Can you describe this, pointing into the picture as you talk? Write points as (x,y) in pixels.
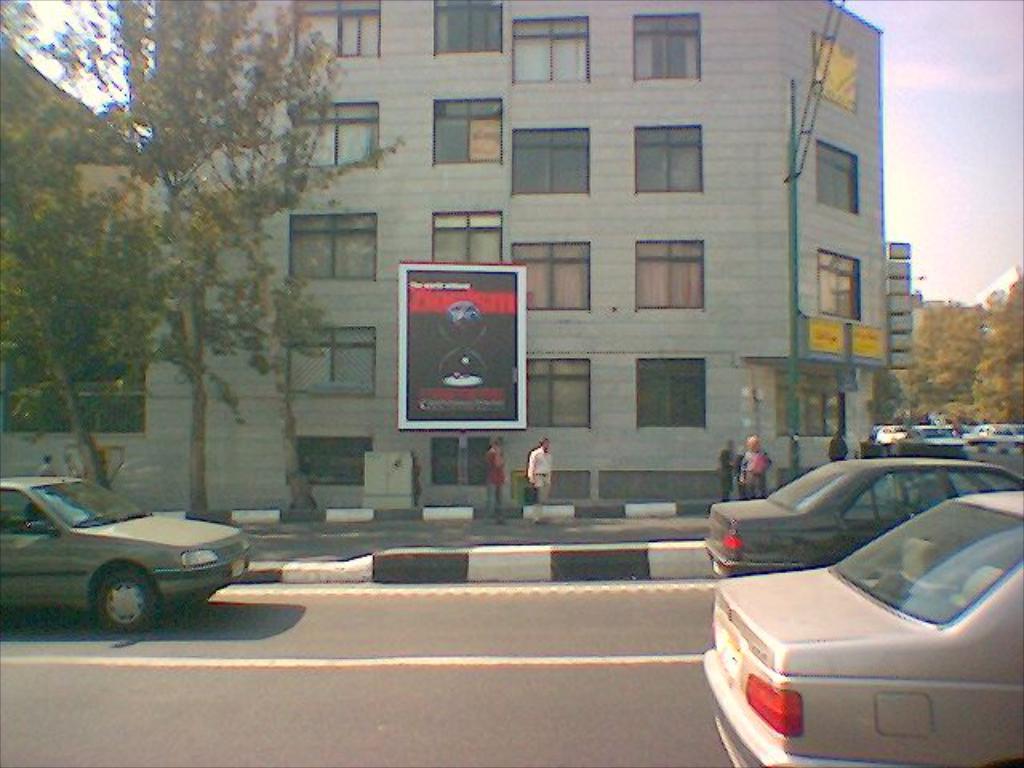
In this image we can see the vehicles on the road (512,634) and there are people (766,467) standing on the ground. We can see the board (459,327) near the building (544,189). And there are trees (944,351) and the sky (935,150) in the background (933,152).
